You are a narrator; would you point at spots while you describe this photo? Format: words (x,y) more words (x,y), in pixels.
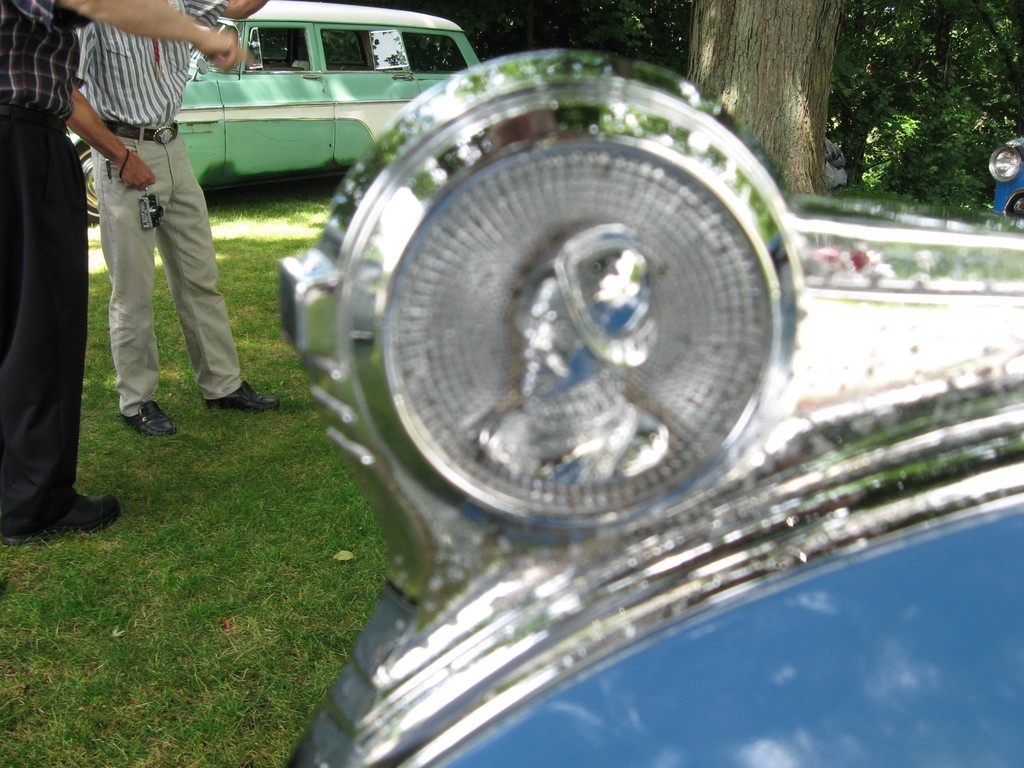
In this picture there is a man (187,7) who is wearing shirt (127,51), trouser (135,243) and shoe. Beside him there is another man (13,172) who is wearing shirt (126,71), trouser (17,442) and shoe (62,509). Both of them are standing near to this car (784,490). In the background (1009,48) i can see the car (285,140) and many trees (804,94). In the bottom left corner (236,584) i can see the grass (287,617).
